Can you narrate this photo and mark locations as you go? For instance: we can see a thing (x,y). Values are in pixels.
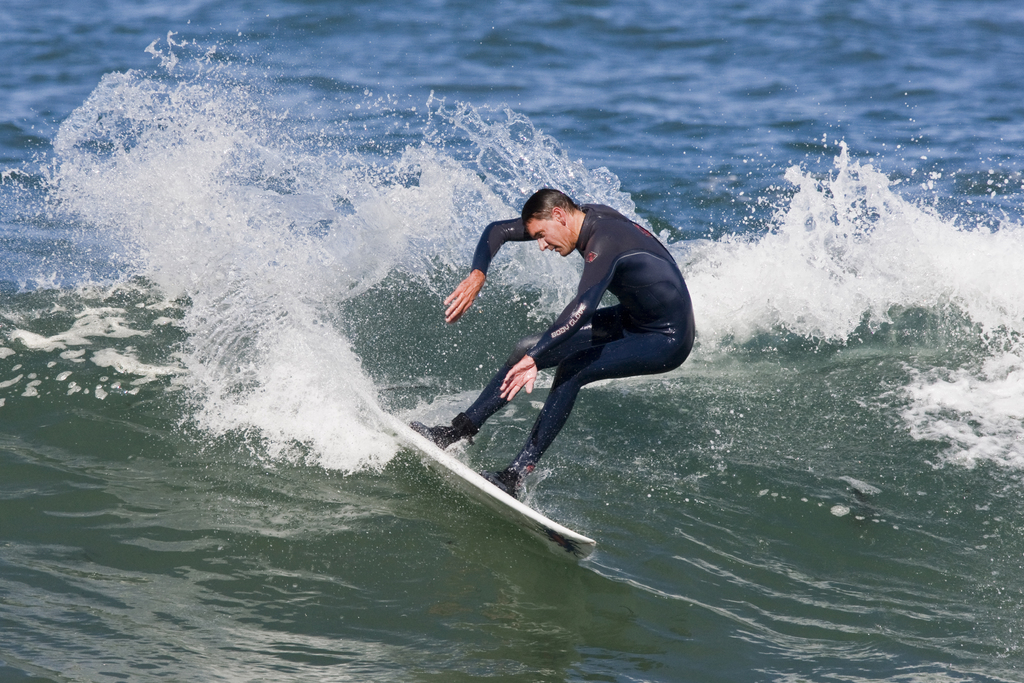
In this image we can see a person (682,318) surfboarding in the water (332,416).
